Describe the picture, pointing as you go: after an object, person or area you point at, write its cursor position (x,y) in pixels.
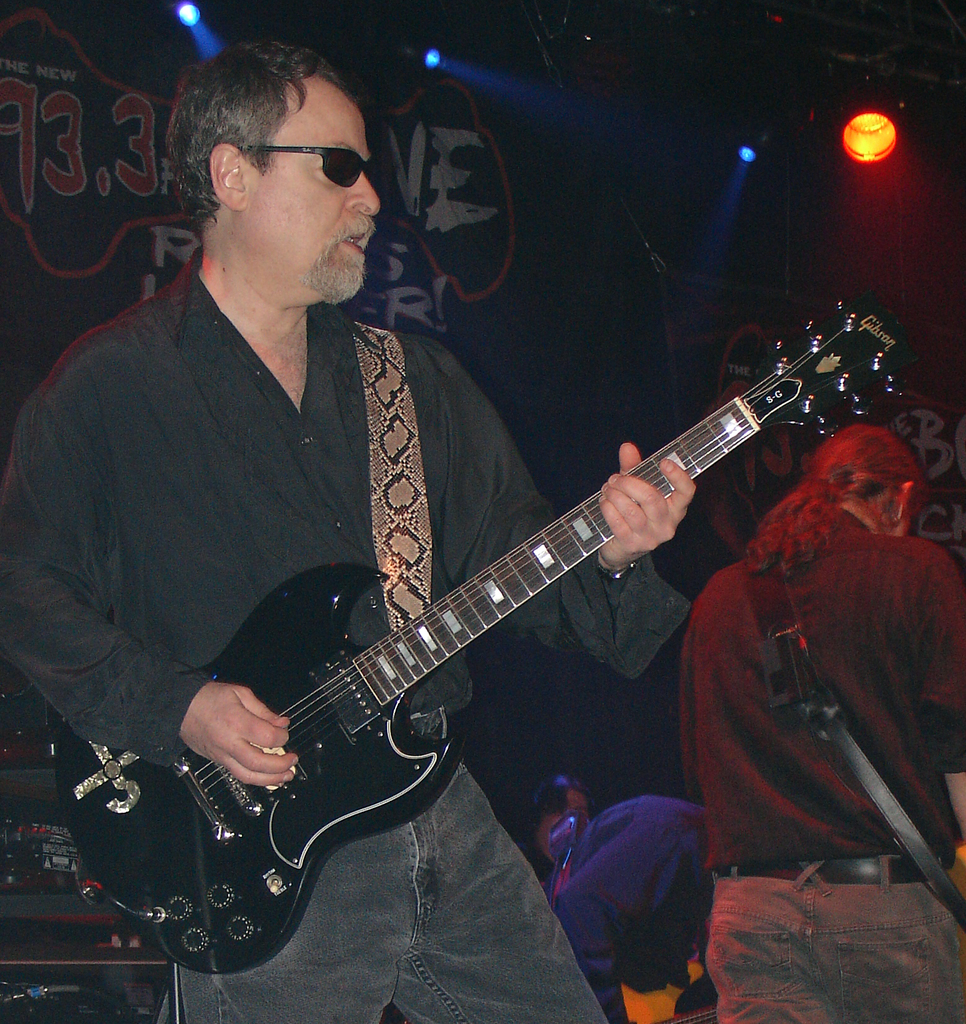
In this image there is a man (291,1021) standing and playing a guitar (650,459), at the background (31,239) there is another person (789,948) standing, focus light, banner (927,333).
